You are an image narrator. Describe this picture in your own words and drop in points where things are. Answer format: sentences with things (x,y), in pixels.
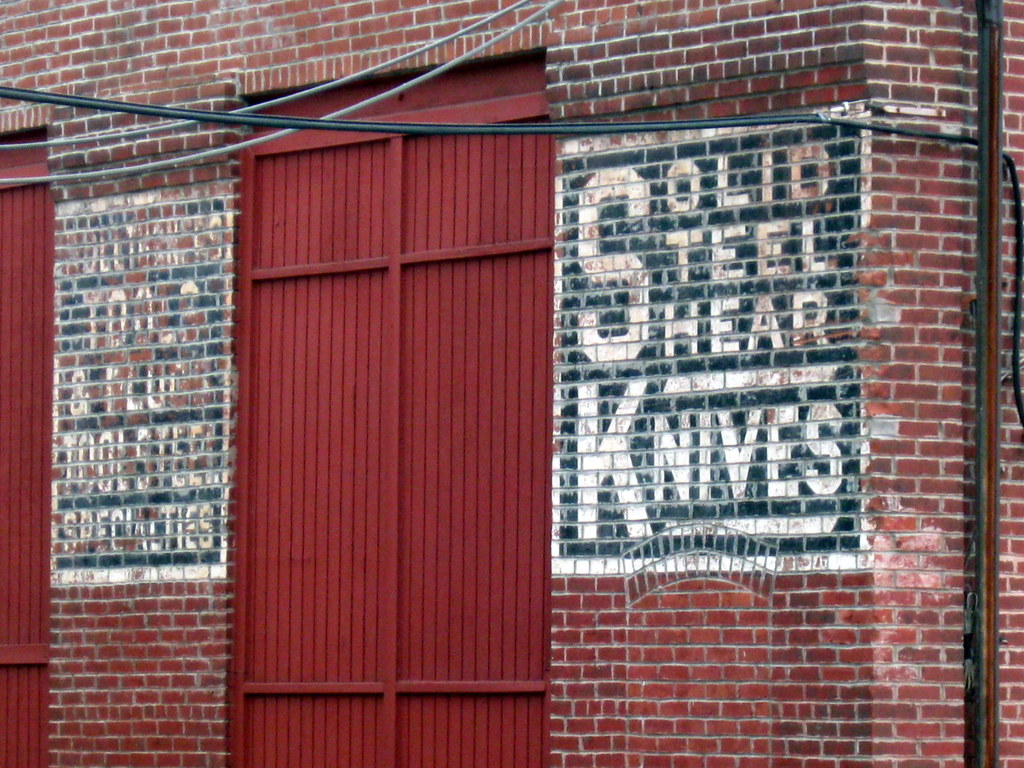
In this picture there is a construction (226,240) made with red brick walls (711,62). In the center of the picture (383,297) there is a gate (348,355). On the left (27,548) there is another gate (32,590). At the top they are cables (335,118). On the right (999,118), there are pipes (977,654).
